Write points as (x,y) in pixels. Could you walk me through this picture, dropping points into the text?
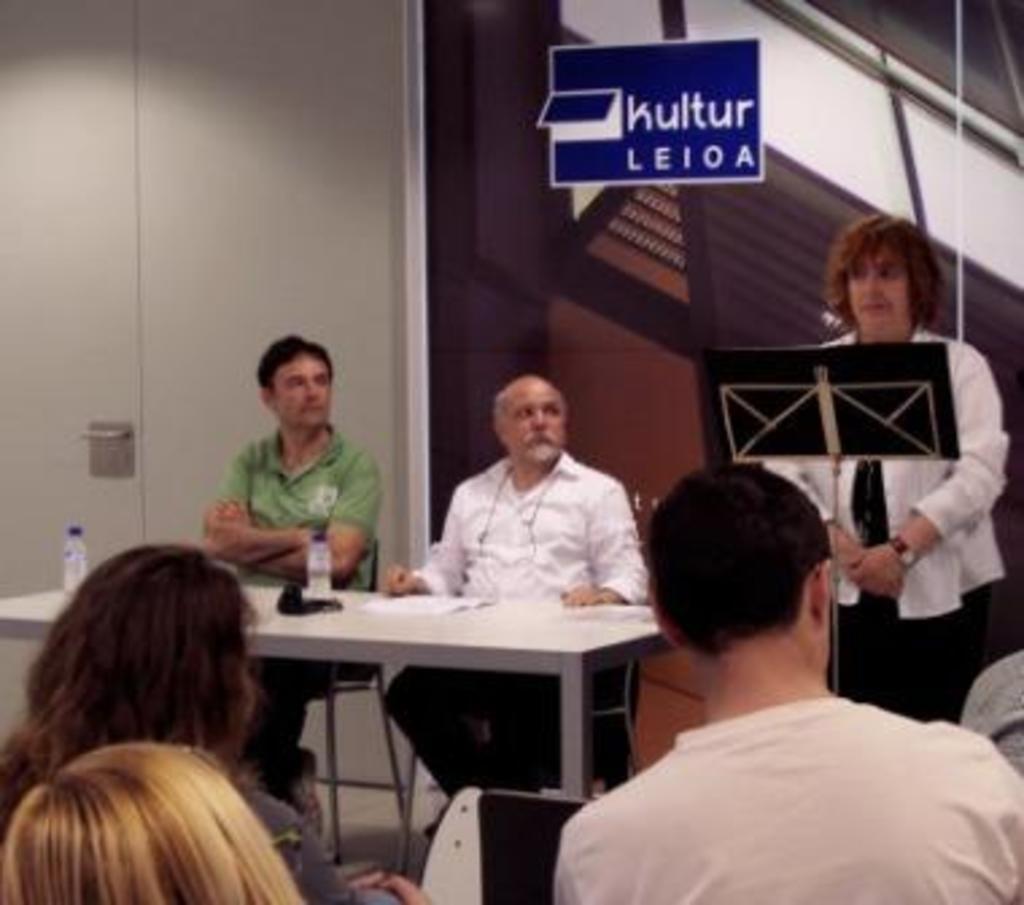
Here we can see a group of people (91,841) sitting on chairs (538,798) and there is a table (523,632) in front of these two people (360,574) having bottles (319,586) on it and at the right (889,233) that there is a woman (900,269) standing with music stand (824,444) in front of her
